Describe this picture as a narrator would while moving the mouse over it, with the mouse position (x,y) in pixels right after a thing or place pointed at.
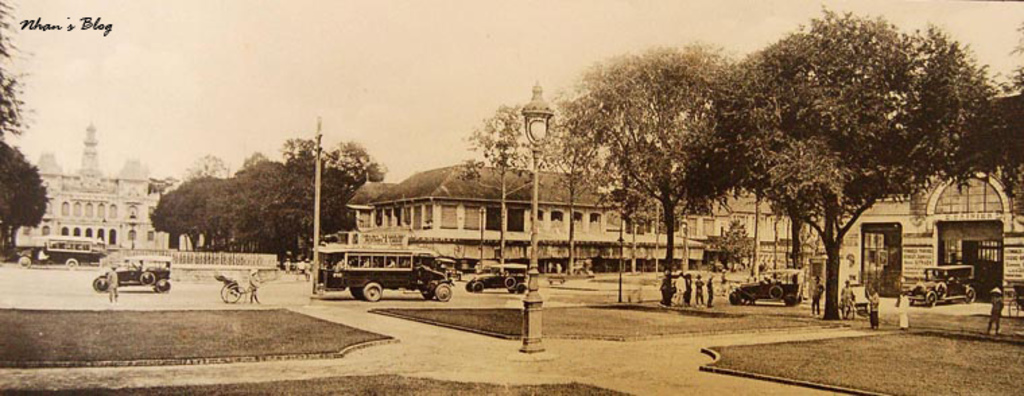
In this image, we can see a few poles (535,303) and people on the ground (304,321). There are some vehicles (224,295). We can also see some trees (267,217) and buildings (590,247).
